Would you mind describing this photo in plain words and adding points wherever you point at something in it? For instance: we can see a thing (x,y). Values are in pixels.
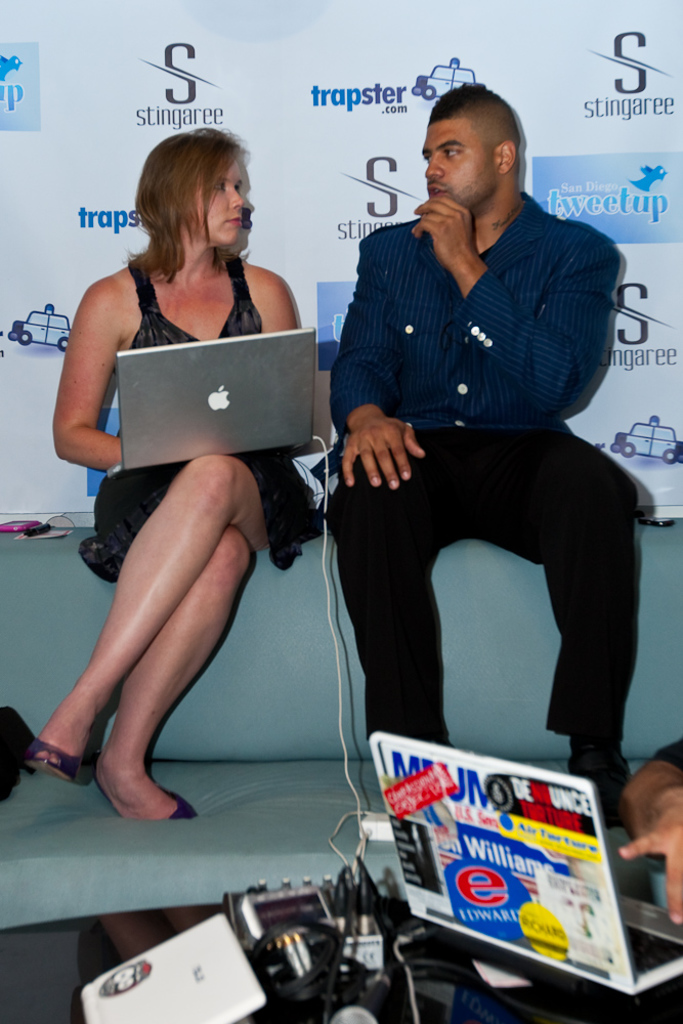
At the bottom of the image (157,941) there is a table (100,972) on which there are objects (351,975). There is a laptop (566,951). In the center of the image (229,466) there is a lady (139,528) sitting on the couch (281,601) holding a laptop (207,353). Beside her there is a person (389,531) sitting. In the background of the image (32,105) there is a banner (330,56) with some text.
